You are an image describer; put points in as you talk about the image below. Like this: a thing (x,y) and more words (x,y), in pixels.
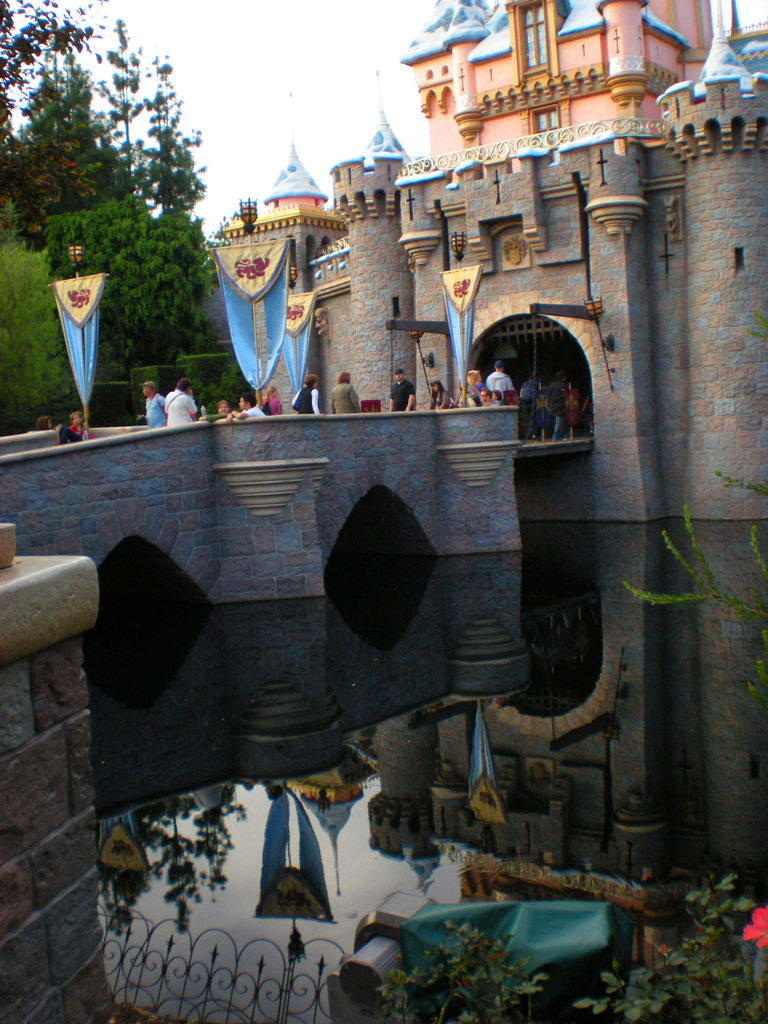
This is an outside view. At the bottom (520,760), I can see the water (327,865). On the right side (735,601) few plants (725,596) are visible. On the left side (58,858) there is a wall (52,807). In the background (762,287) there is a building (520,404) and I can see few people (185,412) are walking on the bridge (138,503). In the background (107,209) there are some trees (101,193). At the top of the image (262,77) I can see the sky (251,94).
